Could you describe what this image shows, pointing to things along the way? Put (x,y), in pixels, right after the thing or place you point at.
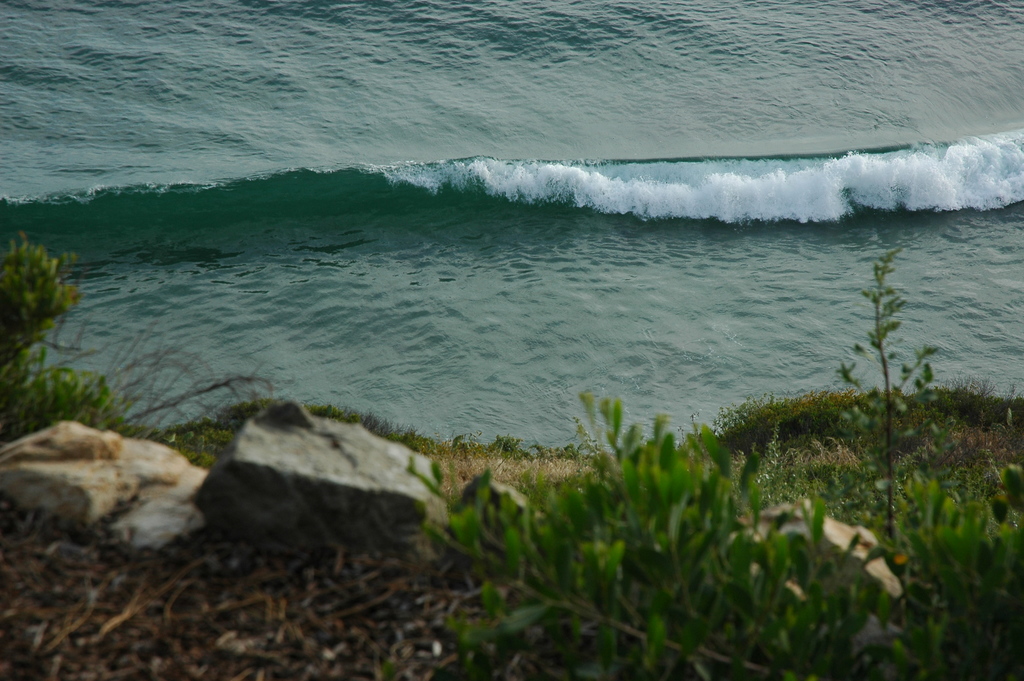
In this image I can see the rocks (262,526) and grass (524,605) on the ground (392,564). To the side of the rocks (350,430) I can see the water (431,299) in green color.
